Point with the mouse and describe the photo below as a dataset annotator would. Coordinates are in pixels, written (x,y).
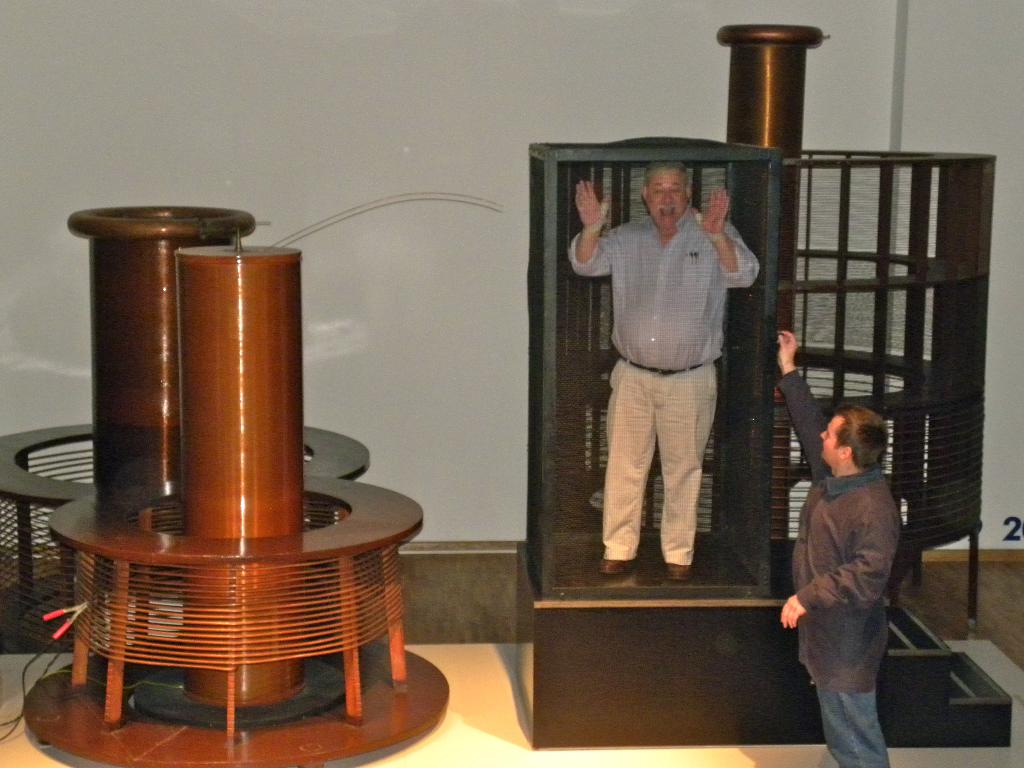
There are two men (852,587) standing. These look like the copper machine (251,546) with the wires (188,613). In the background (279,195), I can see the wall (304,97). These are the stairs (923,712). At the bottom of the image (485,739), I can see the floor (520,716).
